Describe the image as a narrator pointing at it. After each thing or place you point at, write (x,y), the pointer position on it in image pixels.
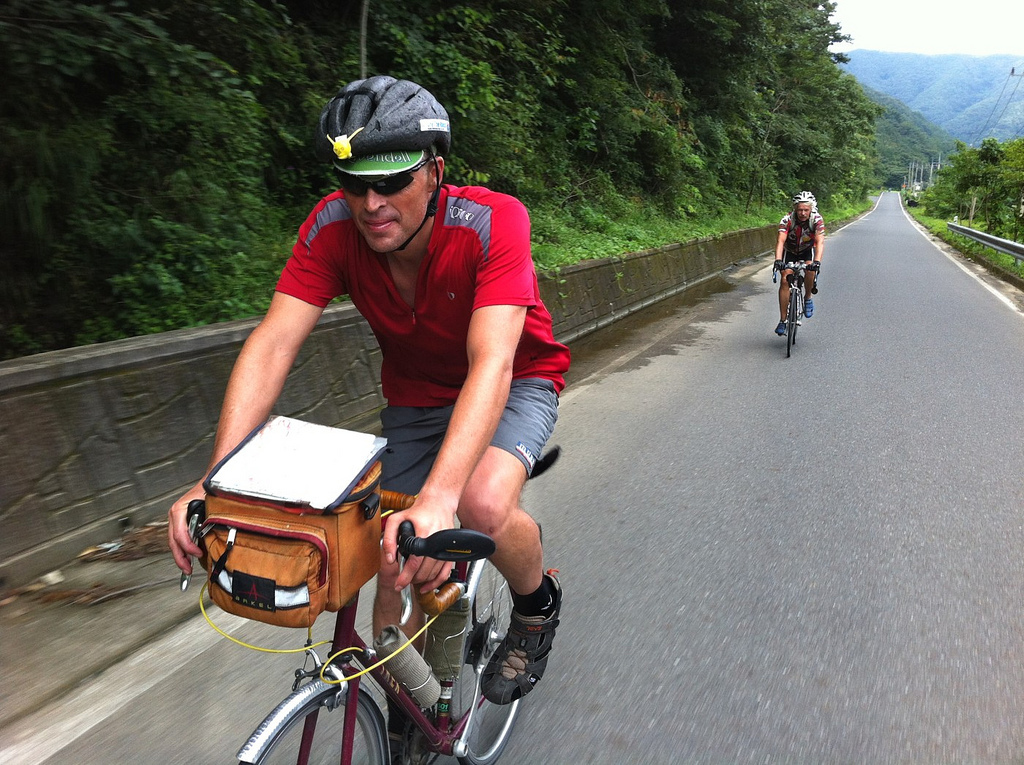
In this picture there is a man (466,328) wearing red color t-shirt (429,265) and helmet (361,142) is riding the cycle (445,549) on the road (689,537). Behind we can see another man (794,213) riding a cycle (799,278). On the left side (284,63) there are some trees (756,123).
